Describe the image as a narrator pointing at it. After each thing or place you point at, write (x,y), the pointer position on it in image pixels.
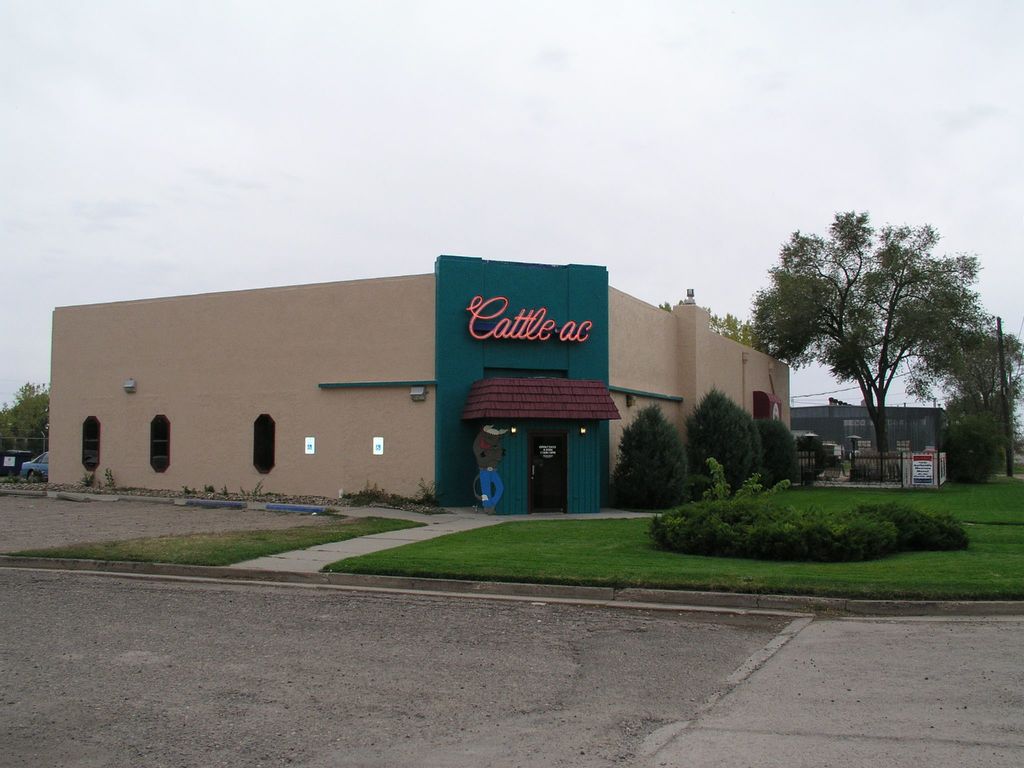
In this image, we can see some buildings (247,468), trees (857,361), plants (804,544). We can see the ground (395,529) with grass (651,576). We can also see some boards (923,459) with text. We can see some poles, wires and a vehicle (41,461). We can also see the sky (616,176).
